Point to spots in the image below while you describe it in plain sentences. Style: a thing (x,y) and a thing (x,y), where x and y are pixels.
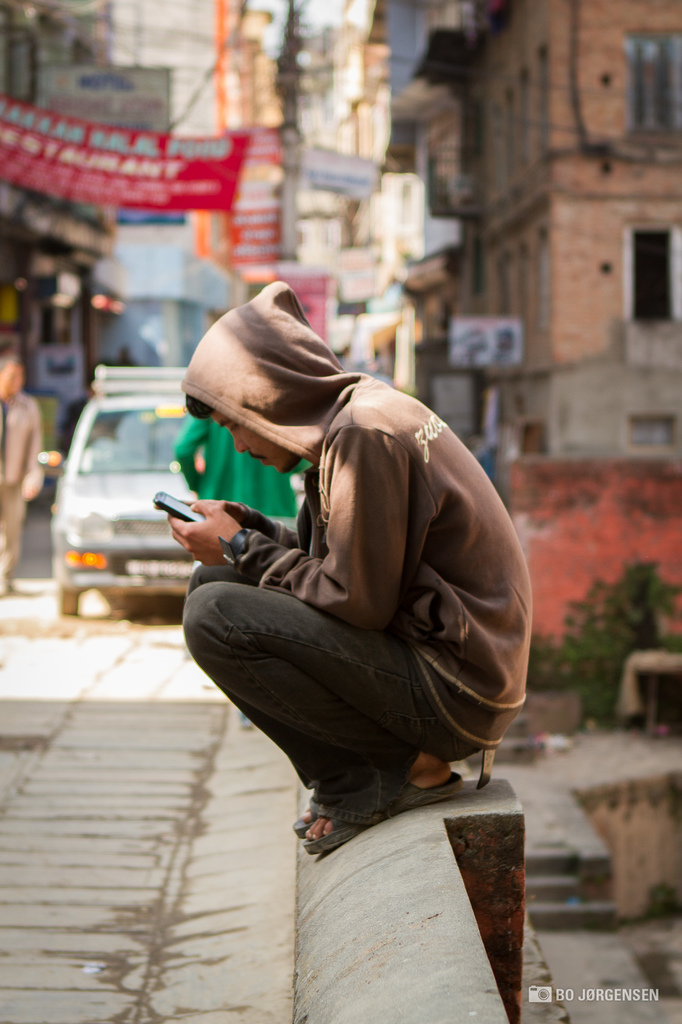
In this image in front (325,806) there is a person (386,698) sitting on the platform (304,875) by holding the mobile (186,504). Behind him there are two other persons (34,431) standing on the road (91,679). There is a car (123,512) parked on the road (126,641). In the background of the image (500,310) there are buildings (382,176), banners (195,199), plants (639,632).
